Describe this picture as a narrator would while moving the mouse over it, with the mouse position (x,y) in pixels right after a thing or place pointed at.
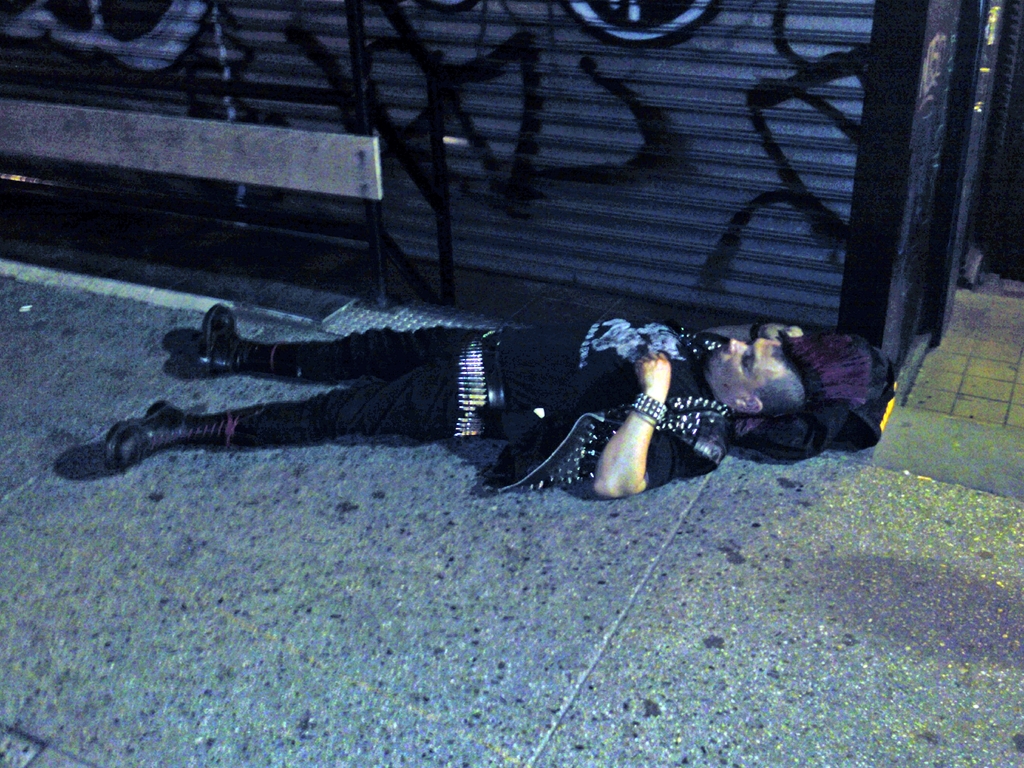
In this image we can see a man (372,413) is lying on the floor (628,579). He is wearing black color dress (593,372) and cloth (794,435) is there under his head (852,341). We can see shutter (566,169) and metal pole (360,129) at the top of the image (389,158).
